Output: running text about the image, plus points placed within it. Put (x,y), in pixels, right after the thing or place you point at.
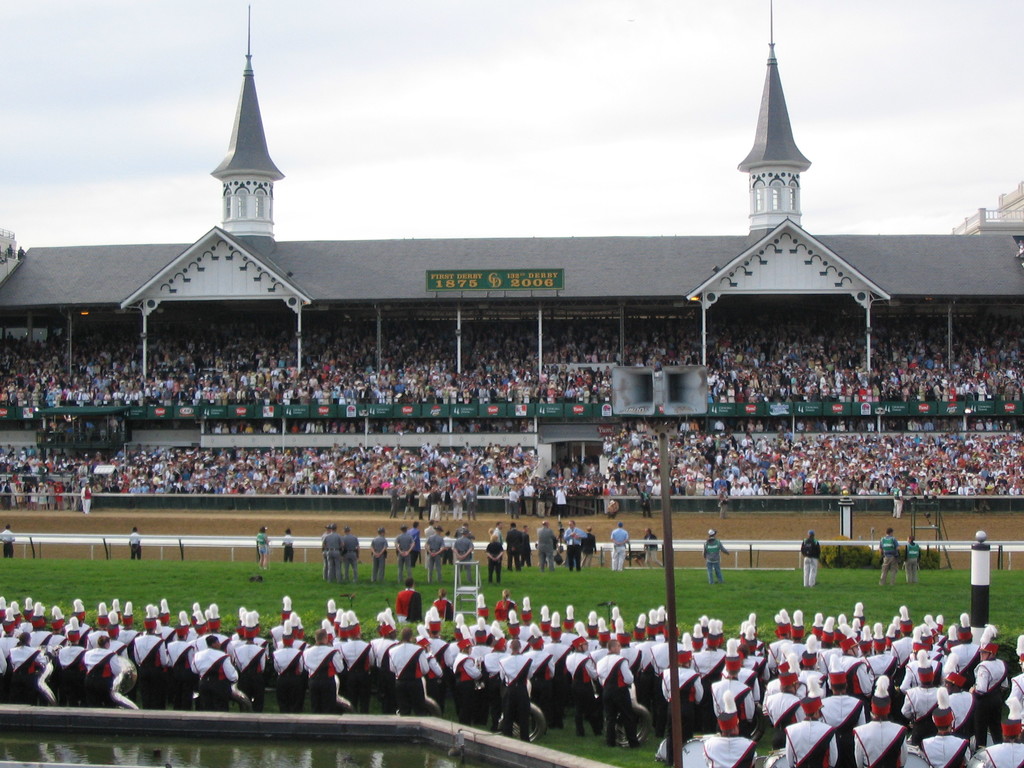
In this picture we can see a group of people (238,339) where some are standing on the ground (755,593), pole (460,315), fence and in the background (589,16) we can see the sky (536,16).
